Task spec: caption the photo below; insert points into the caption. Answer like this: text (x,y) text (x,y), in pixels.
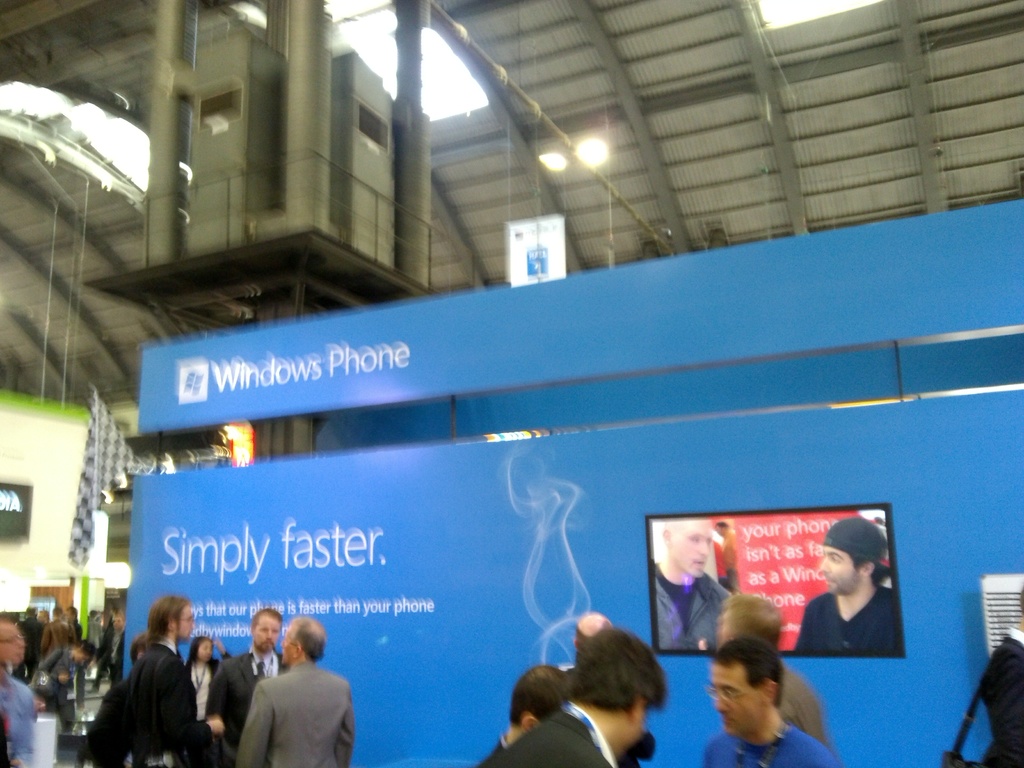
As we can see in the image there is banner (346,475), screen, flag (89,532), wall (62,567) and few people (212,682) here and there.
